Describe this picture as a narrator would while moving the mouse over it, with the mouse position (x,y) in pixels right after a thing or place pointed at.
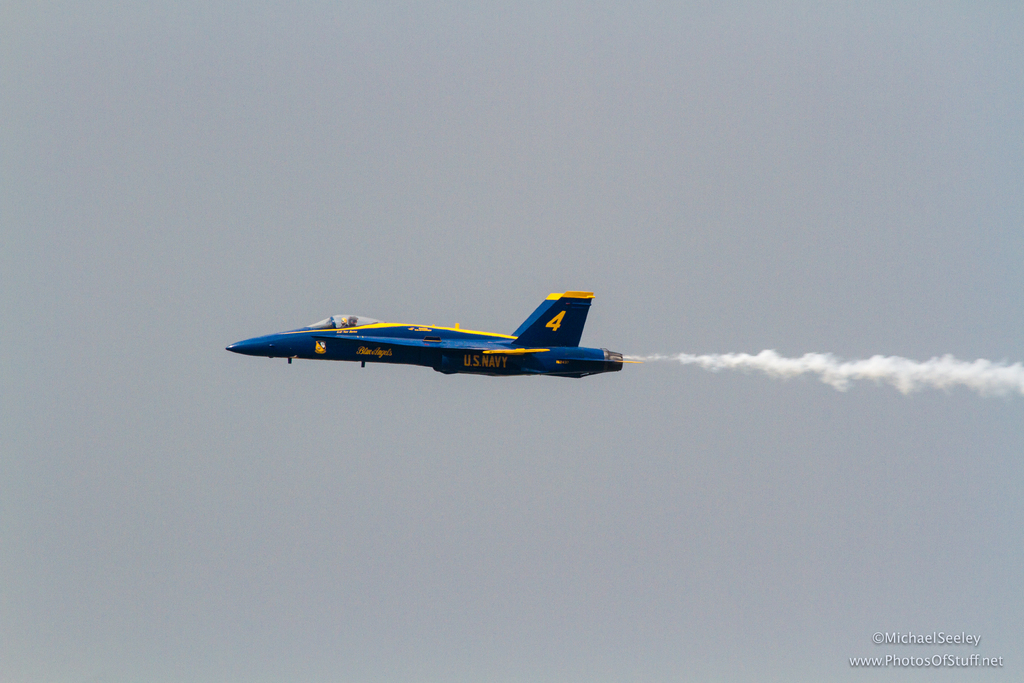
In this image I can see an aircraft (444,350) which is blue and yellow in color and I can see smoke (712,357) behind it. In the background (761,345) I can see the sky (314,184).
